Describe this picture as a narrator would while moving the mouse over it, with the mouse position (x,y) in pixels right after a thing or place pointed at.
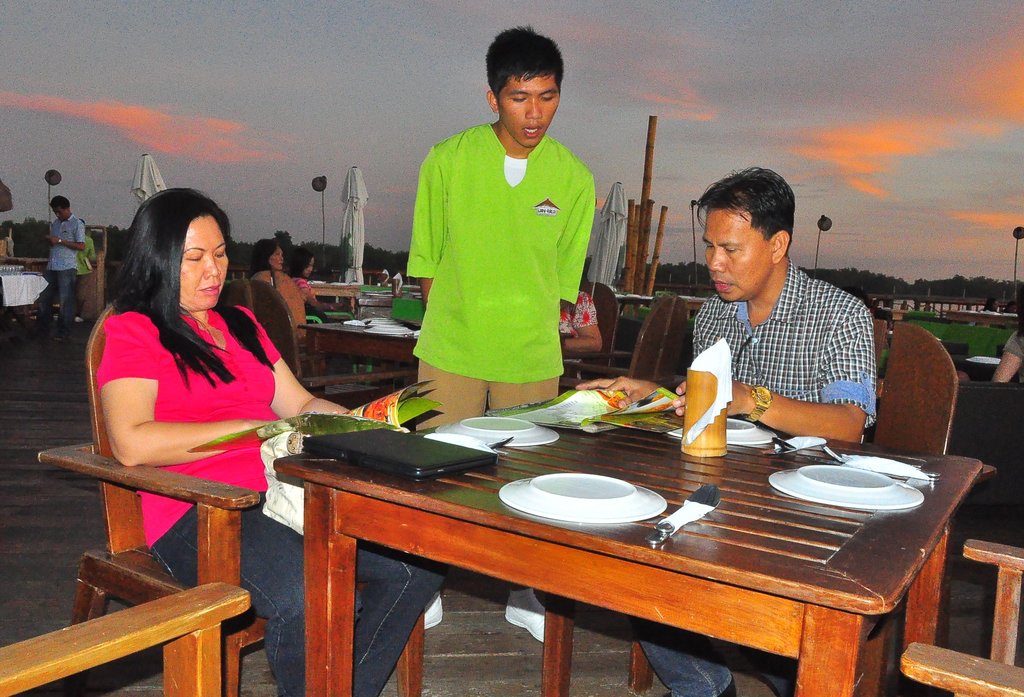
In this image I can see a group of people (283,363) among them few people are sitting on a chair (880,418) in front of a table (550,536) and few people (486,163) are standing on the ground (69,508). On the table (625,523) I can see there are few plates (624,498) and other objects (684,520) on it.
